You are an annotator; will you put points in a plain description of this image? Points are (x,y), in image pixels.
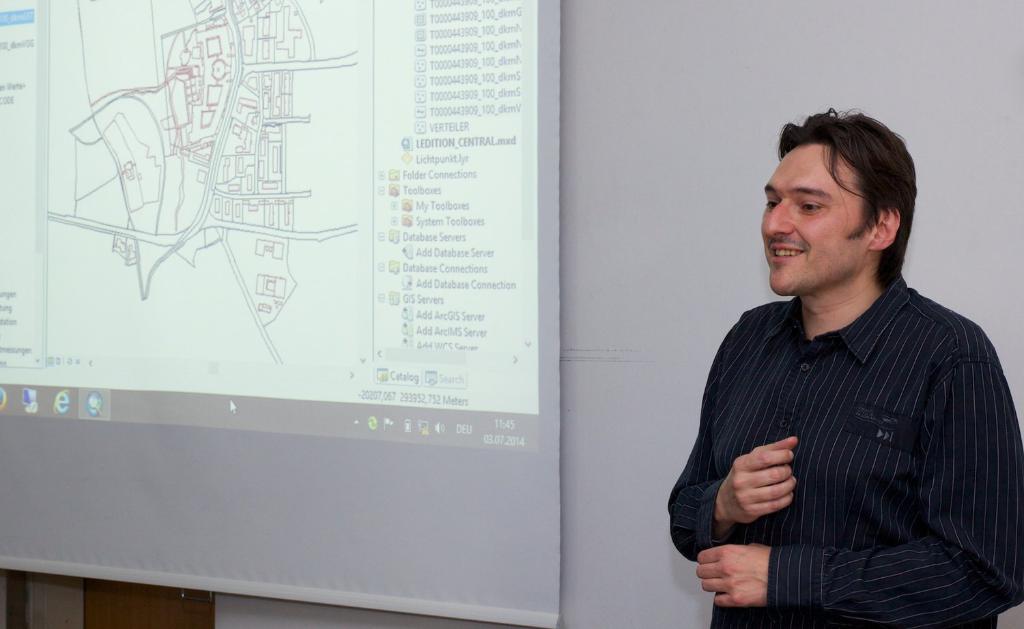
In this image I can see a person (1014,474) standing and the person (860,607) is wearing black color dress (892,518). Background (70,369) I can see a projector screen (72,320) and the wall (716,110) is white color.
